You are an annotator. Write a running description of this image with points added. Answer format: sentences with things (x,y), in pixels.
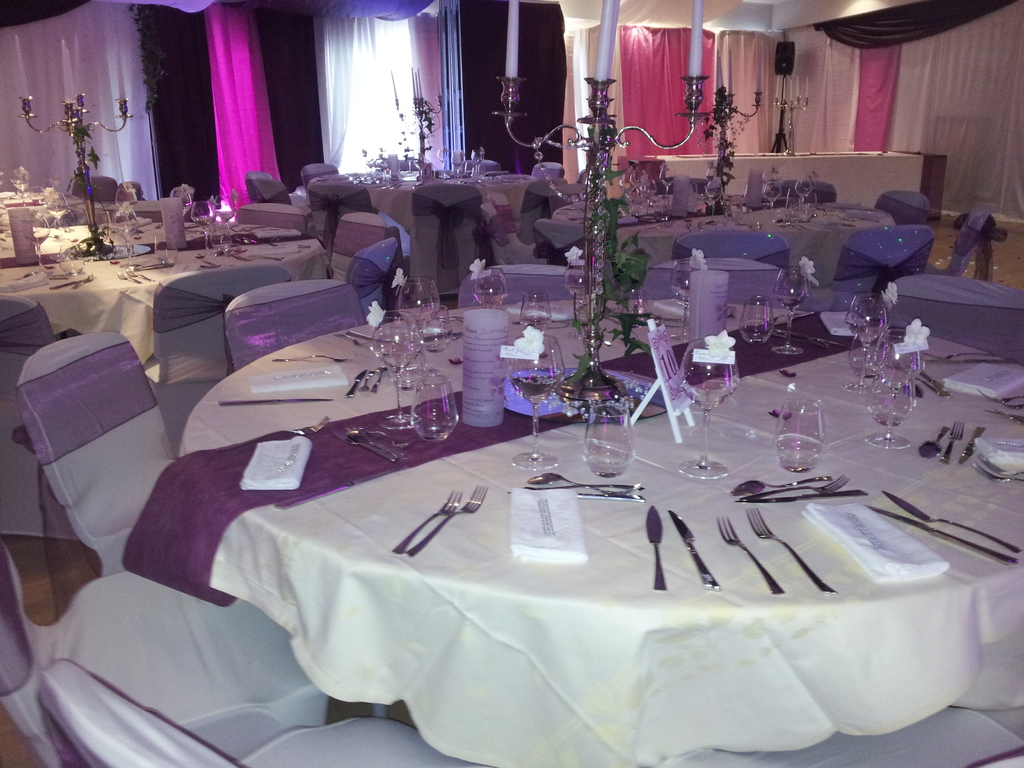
In this picture we can see chairs (1021,357) and on the tables (381,518) with forks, knives (683,518), spoons (799,482), glasses (446,410), tissue papers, candle stands (604,266) and in the background (309,54) we can see curtains (642,122), speaker (782,53).
